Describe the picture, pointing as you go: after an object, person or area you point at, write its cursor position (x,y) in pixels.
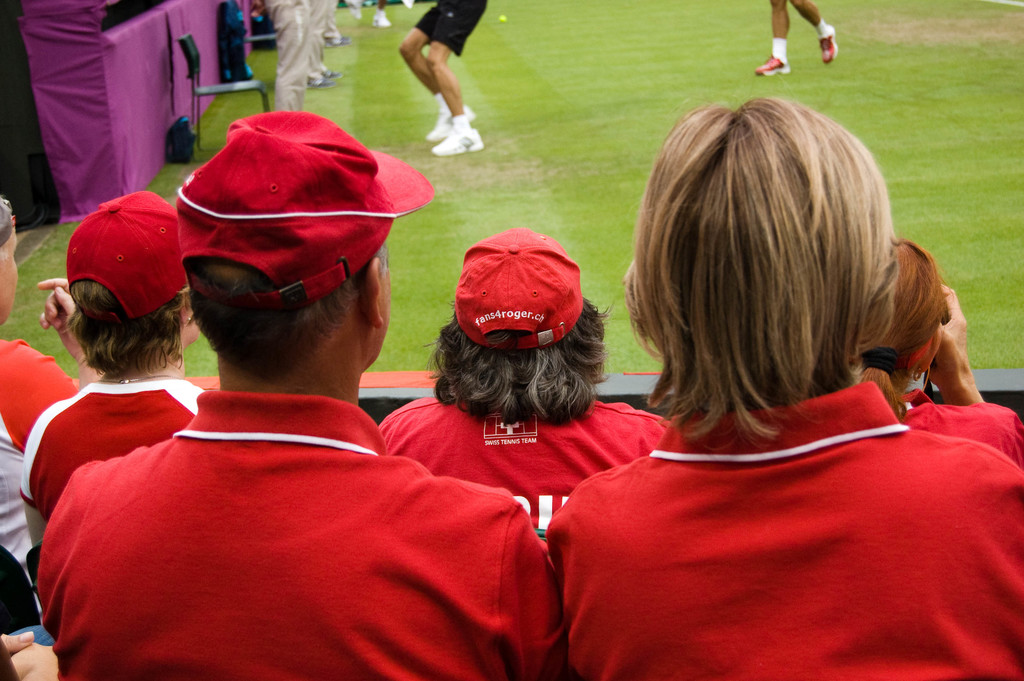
In this image there are group of persons (649,424) truncated towards the bottom of the image (17,512), there are persons (32,542) truncated towards the left of the image (8,361), there are persons (328,25) truncated towards the top of the image (296,48), there is grass (610,104), there is a chair (267,103), there are objects (178,124) on the grass (204,140), there is an object (88,41) truncated towards the top of the image (168,12), there is an object (5,108) truncated towards the left of the image (13,126), there is an object (991,374) truncated towards the right of the image (999,393), there are person (991,449) truncated towards the right of the image (981,413), there is a person (919,317) holding an object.
